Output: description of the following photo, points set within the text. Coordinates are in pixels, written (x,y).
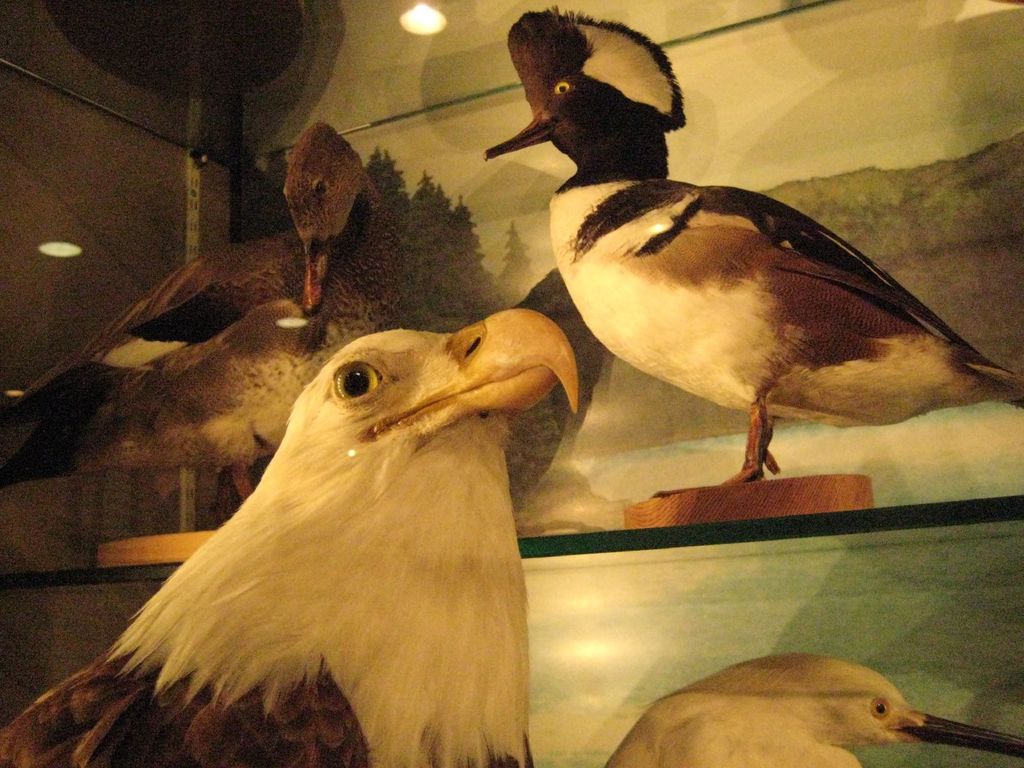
In this image we can see some birds (515,607) in the shelves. On the backside (447,108) we can see a wall (410,60) and a light (421,10).
